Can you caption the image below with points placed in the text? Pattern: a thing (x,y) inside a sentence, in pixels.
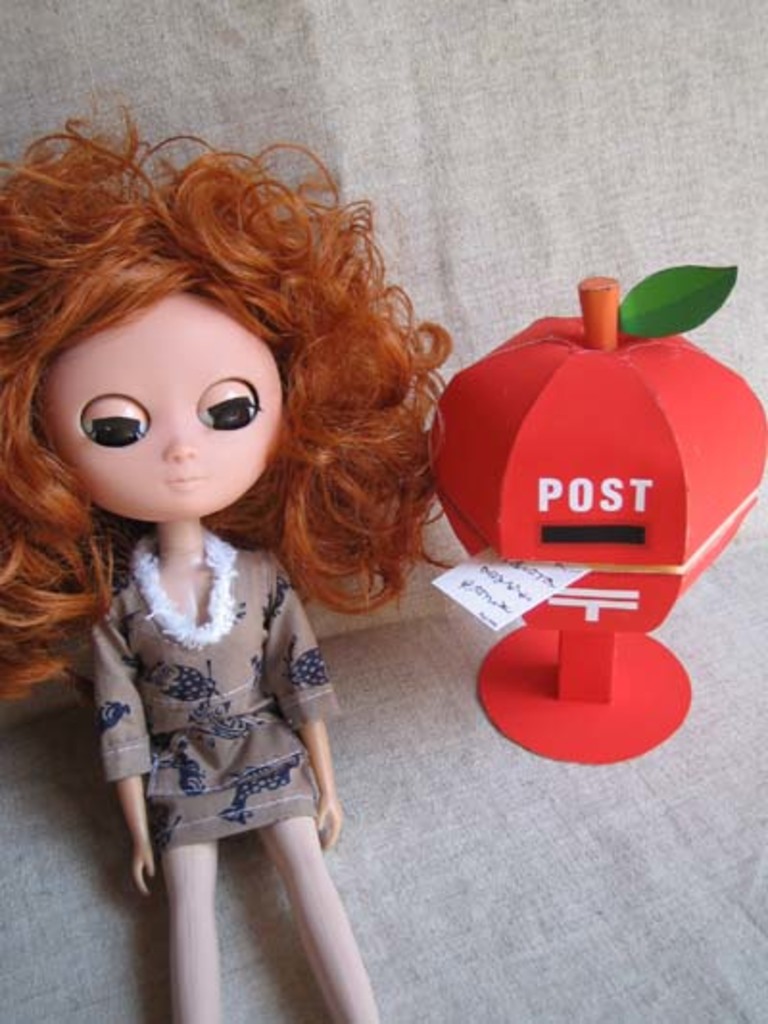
In this image I can see a doll (240,521) wearing blue and grey color dress (241,714). I can see a red and green color object (627,460) on the ash color cloth (501,878).
